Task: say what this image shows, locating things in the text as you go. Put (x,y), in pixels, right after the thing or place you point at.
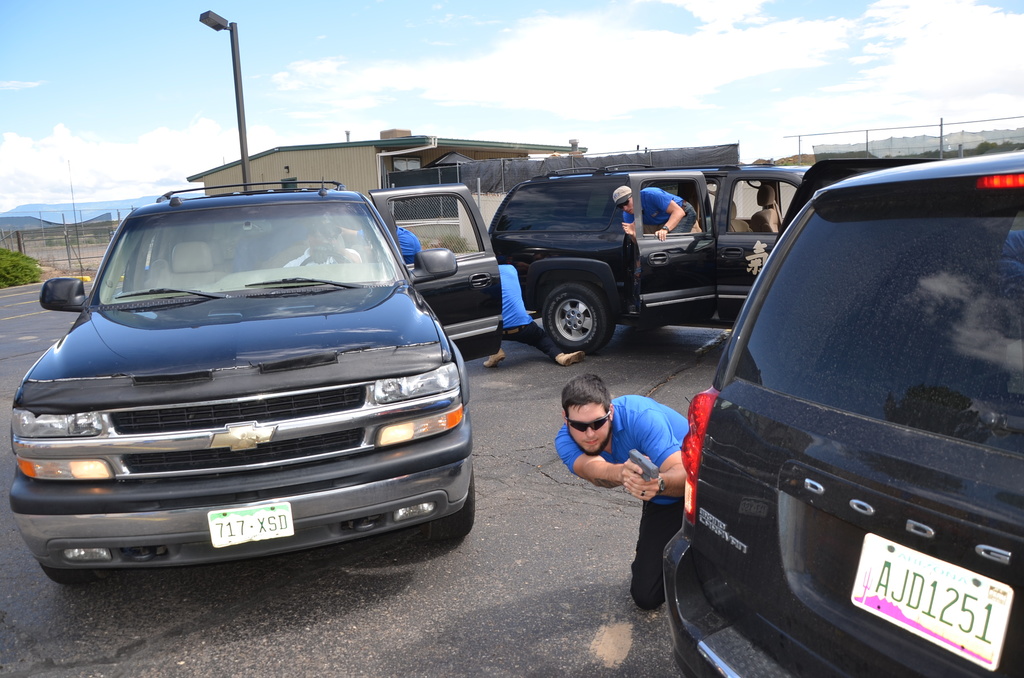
In the image there are three black cars (884,460) on the road (315,636) with few men (663,437) standing on the road (596,599) and sitting inside the car (664,280) and behind them there is a godown (419,150) with fence (885,152) around it and above its sky (345,71) with clouds (953,92).
